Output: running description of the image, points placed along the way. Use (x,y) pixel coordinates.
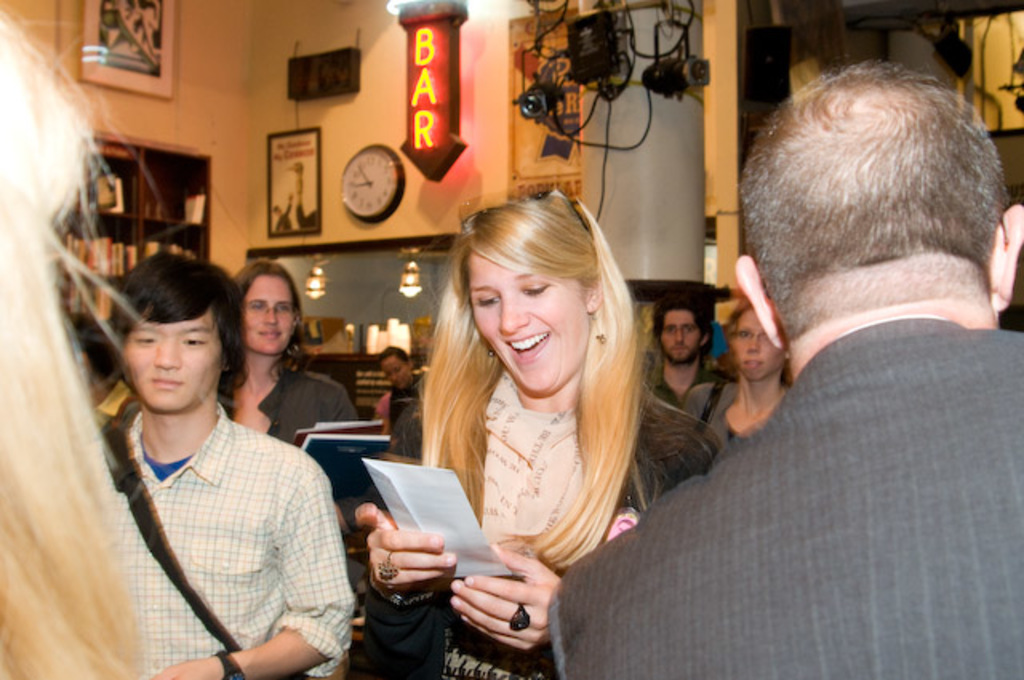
In this image we can see people (67,351). In the background of the image (296,108) there is wall (337,129). There are posters (523,64) on the wall (244,93). There are photo frames (114,21), clock (374,145). There is a board (457,128) with some text (429,142). There is a pillar (613,114) with lights (542,99). To the left side of the image (80,215) there is a bookshelf (83,246).
